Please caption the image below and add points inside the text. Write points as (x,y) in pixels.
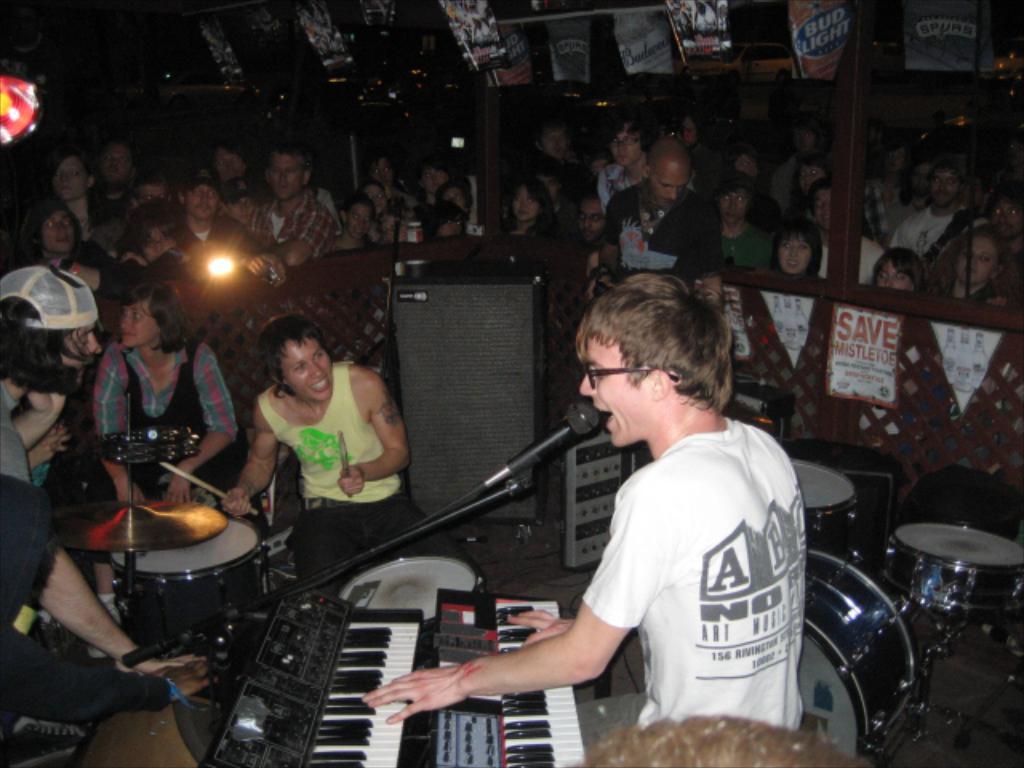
Here a person (630,509) is singing on mic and playing piano (383,712). On the left (332,469) there is a person (301,398) playing musical instrument (255,570). Around these two people (358,495) there are group of people (387,176) looking at their performance. On the right (872,580) we can see musical instruments (985,533). In the background (845,20) there are hoardings (327,14) and speaker (418,389).
